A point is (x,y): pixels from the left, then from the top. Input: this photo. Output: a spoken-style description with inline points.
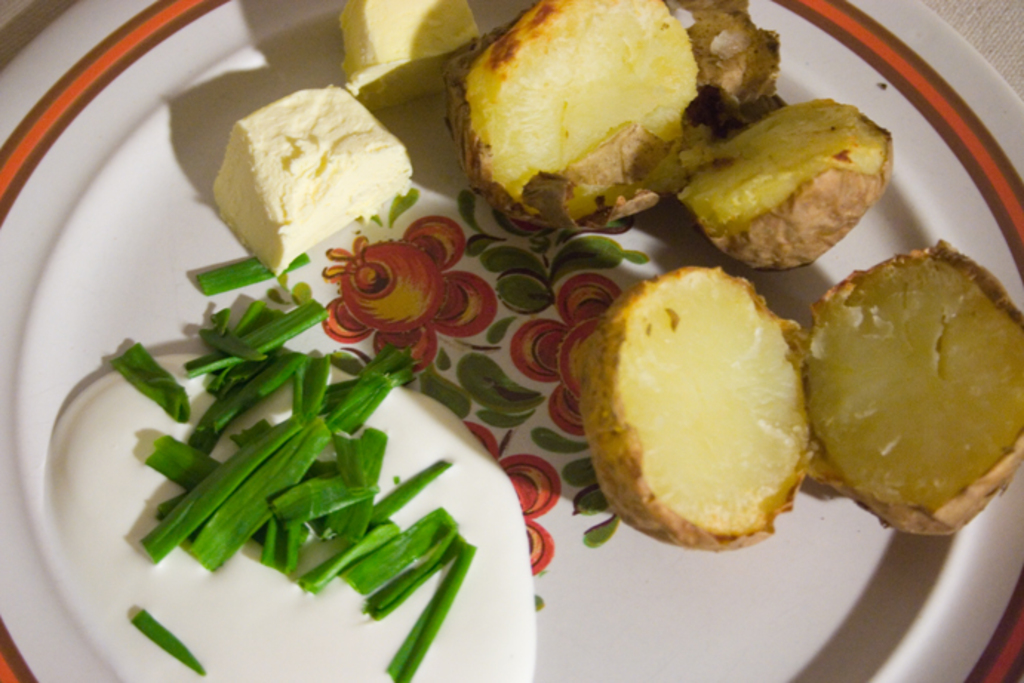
In this image on a plate (448,239) there are baked potatoes (520,122), butter (309,128), spring onion (311,460), sauce (496,590) is there.
